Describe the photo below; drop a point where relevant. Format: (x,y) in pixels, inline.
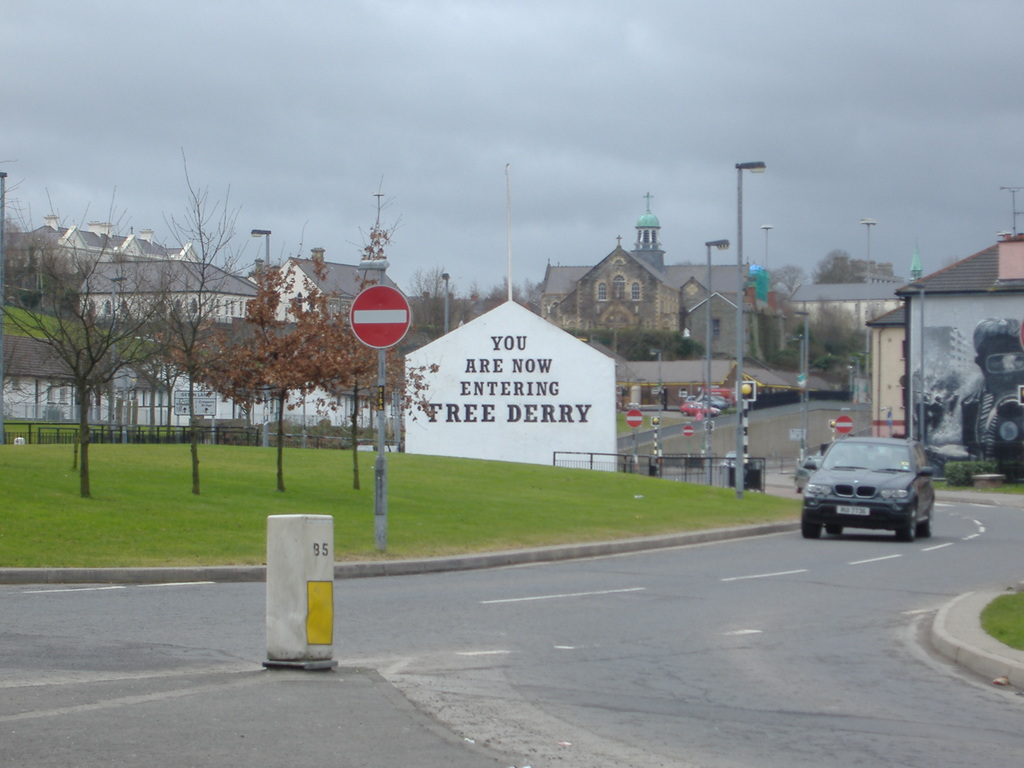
In this picture there is grass land (458,510) in the center of the image (379,491) and there is a sign pole (361,321), there are cars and poles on the right side of the image (819,489) and there are buildings (915,392) and trees (820,327) in the background area of the image (661,368), it seems to be the road side view.
